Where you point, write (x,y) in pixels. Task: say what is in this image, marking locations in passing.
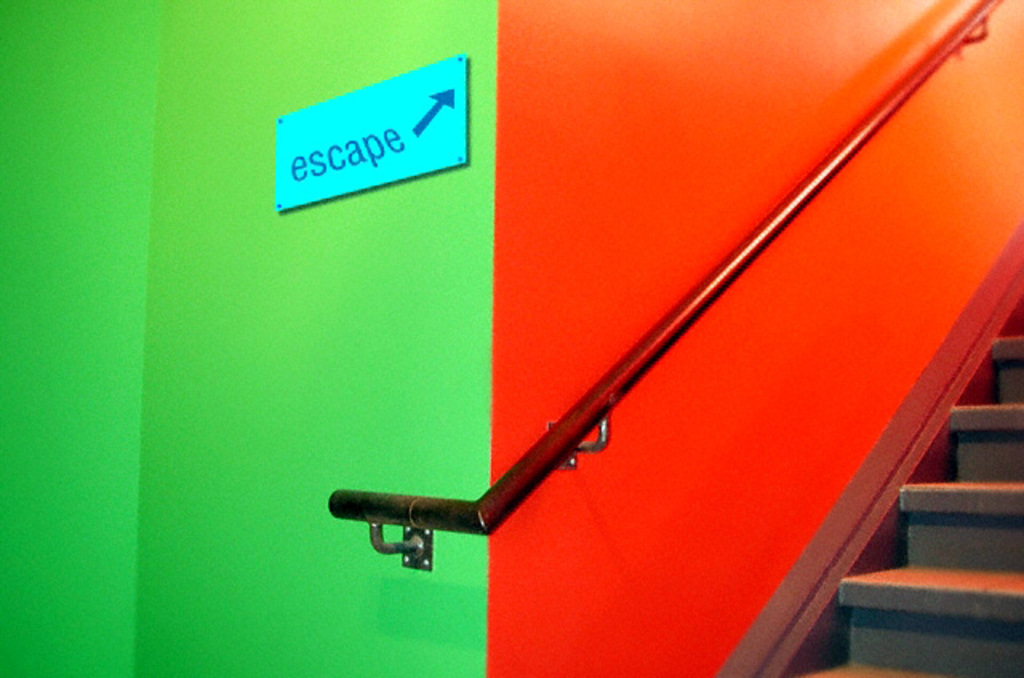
In the picture there is a green color wall (252,483) and there is an escape board (299,174) attached to the wall (268,535), beside that there is a orange wall (491,643) and beside the wall (679,613) there are stairs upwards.
